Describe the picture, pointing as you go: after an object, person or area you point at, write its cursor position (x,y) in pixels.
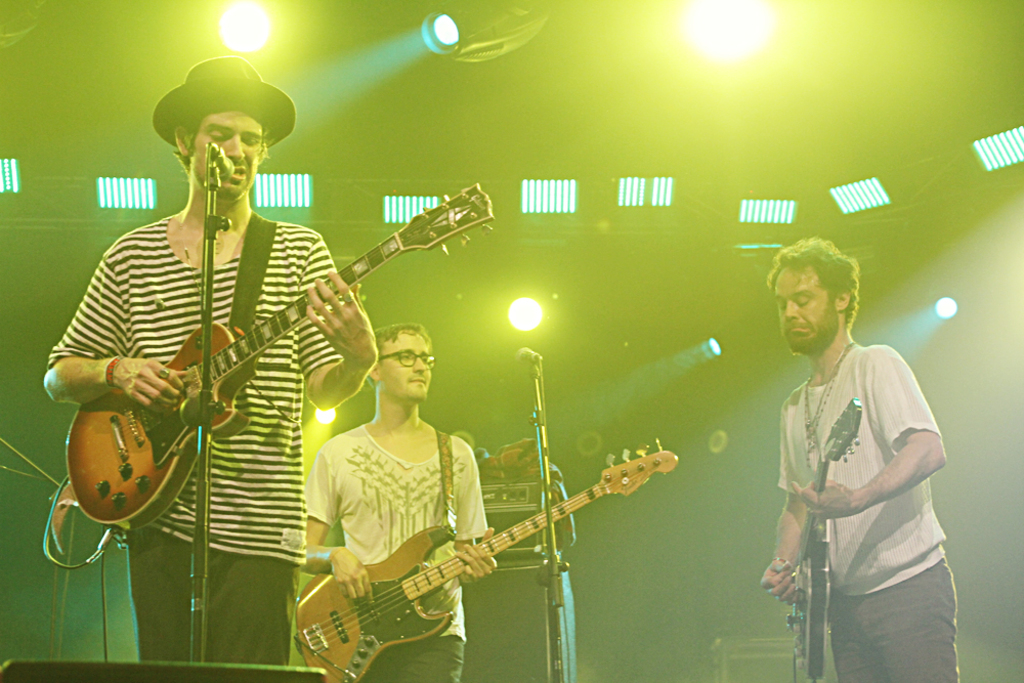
In this image there are three persons (259,499) who are playing musical instruments (633,471) in front of them there are microphones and at the background of the image (760,202) there are lights (321,417).
